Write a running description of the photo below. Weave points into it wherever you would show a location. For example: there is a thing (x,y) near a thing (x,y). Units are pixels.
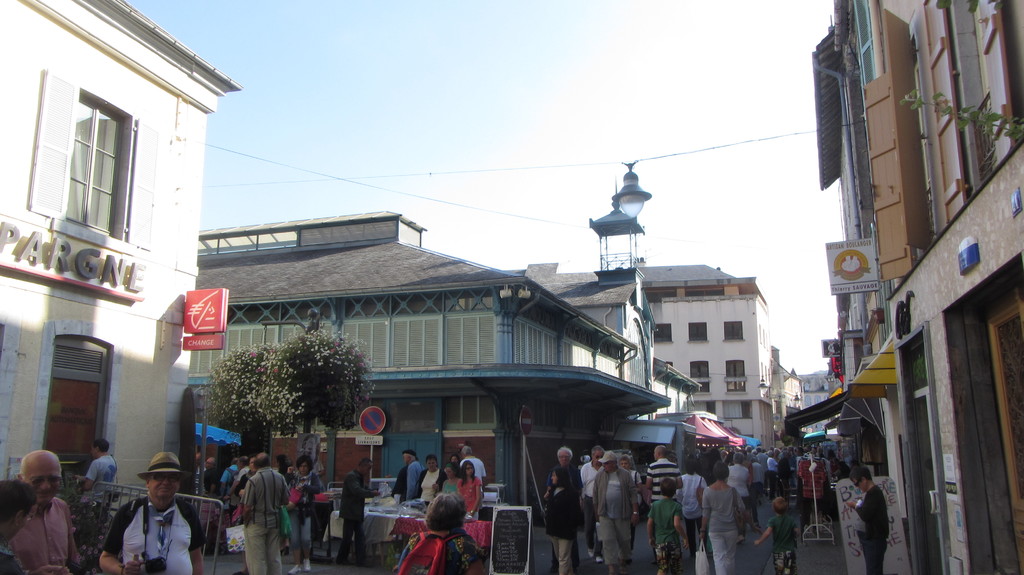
This picture is clicked outside. In the foreground (347,542) we can see the group of people (545,519) and there is a table (378,517) on the top of which some objects (390,513) are placed and we can see there are many number of objects (522,521). In the background (723,276) there is a sky (358,151), buildings (247,243) and some other objects (820,414).
